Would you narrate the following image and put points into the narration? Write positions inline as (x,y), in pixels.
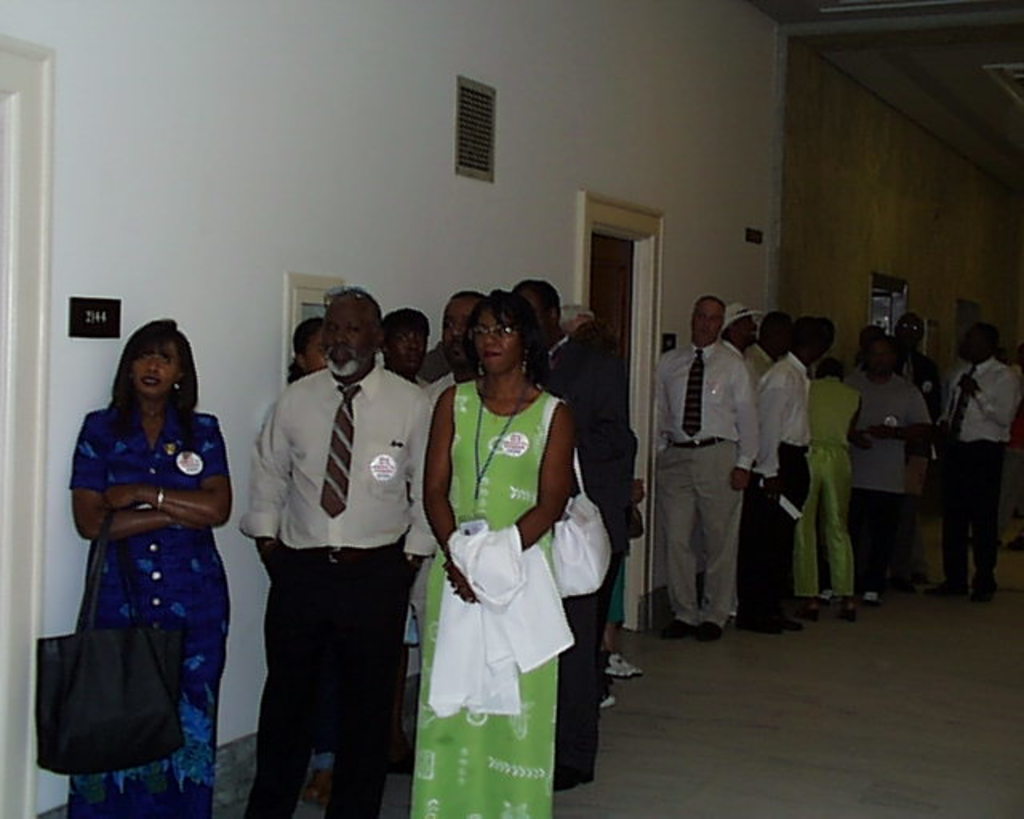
In the image there are many people (419,532) standing outside the doors (0,236) and beside the doors (37,287) there are door numbers (78,301) attached to the wall (175,202).
